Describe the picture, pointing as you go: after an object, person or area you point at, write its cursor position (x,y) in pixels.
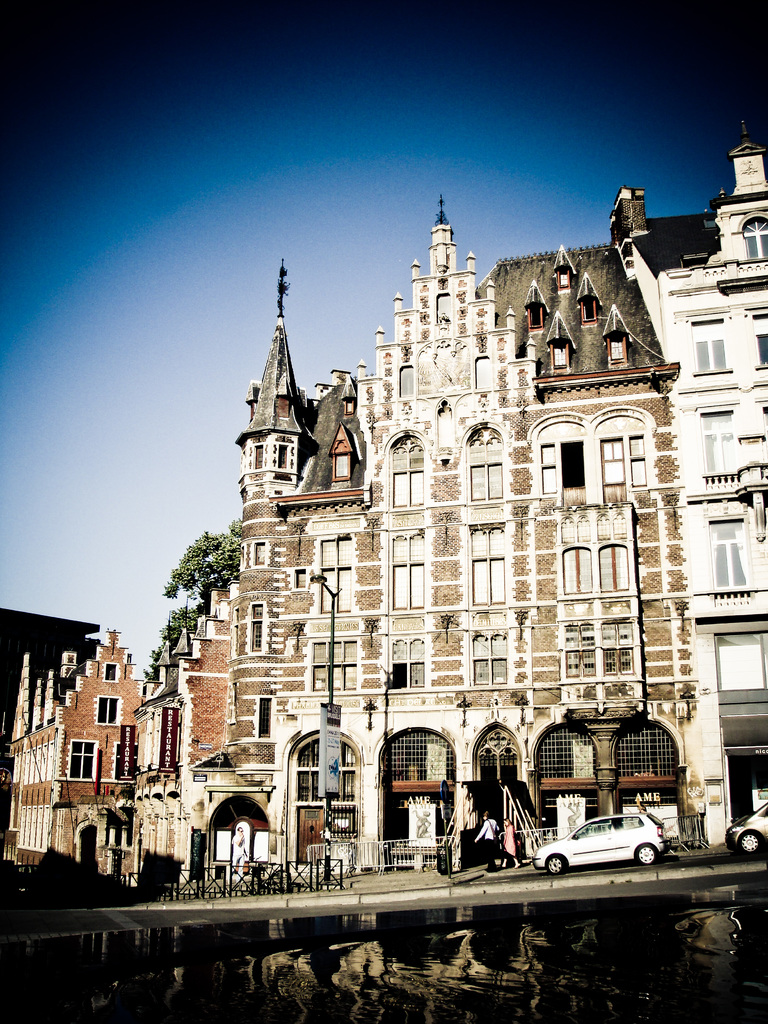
This image is taken outdoors. At the top of the image (131,225) there is the sky (81,248). At the bottom of the image (233,977) there is a pond (444,966) with water (590,954). In the middle of the image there is a street (608,887) with a railing (276,885). There are a few buildings (374,605) with walls (444,587), windows (392,771), doors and roofs (94,628). There are a few carvings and sculptures (749,173) on the walls (252,446). In the background (205,552) there is a tree (201,562). On the right side of the image (619,843) two cars (615,830) are on the street (702,853). There is a pole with a street light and there are a few boards (572,813).
